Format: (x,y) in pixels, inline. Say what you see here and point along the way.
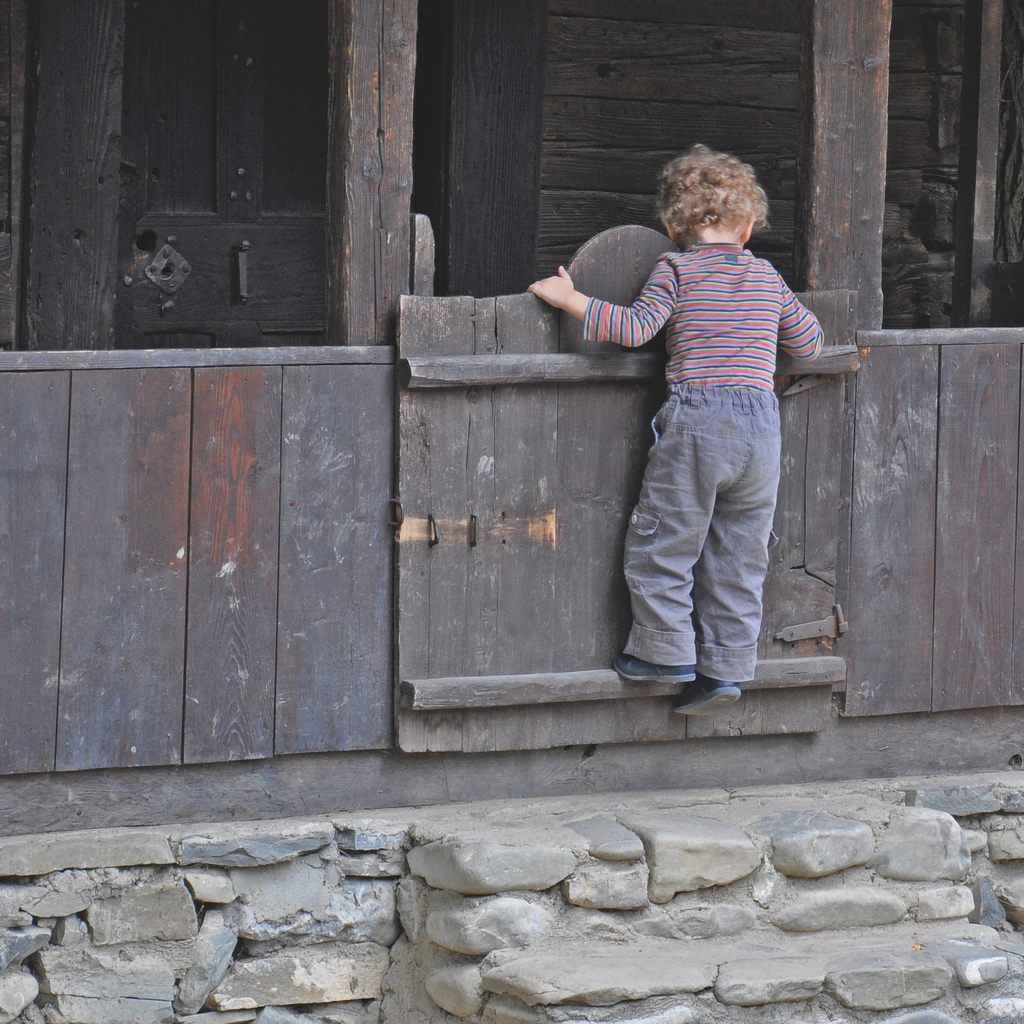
At the bottom of this image (364,892) there is a wall (570,892). On this wall (504,850) there is a wooden plank (311,620). There is a child (711,359) holding this wooden plank (519,382) and standing on It facing towards the back side (700,298). In the background (679,120) there is a wooden house (565,113) and also I can see a door (245,209).
